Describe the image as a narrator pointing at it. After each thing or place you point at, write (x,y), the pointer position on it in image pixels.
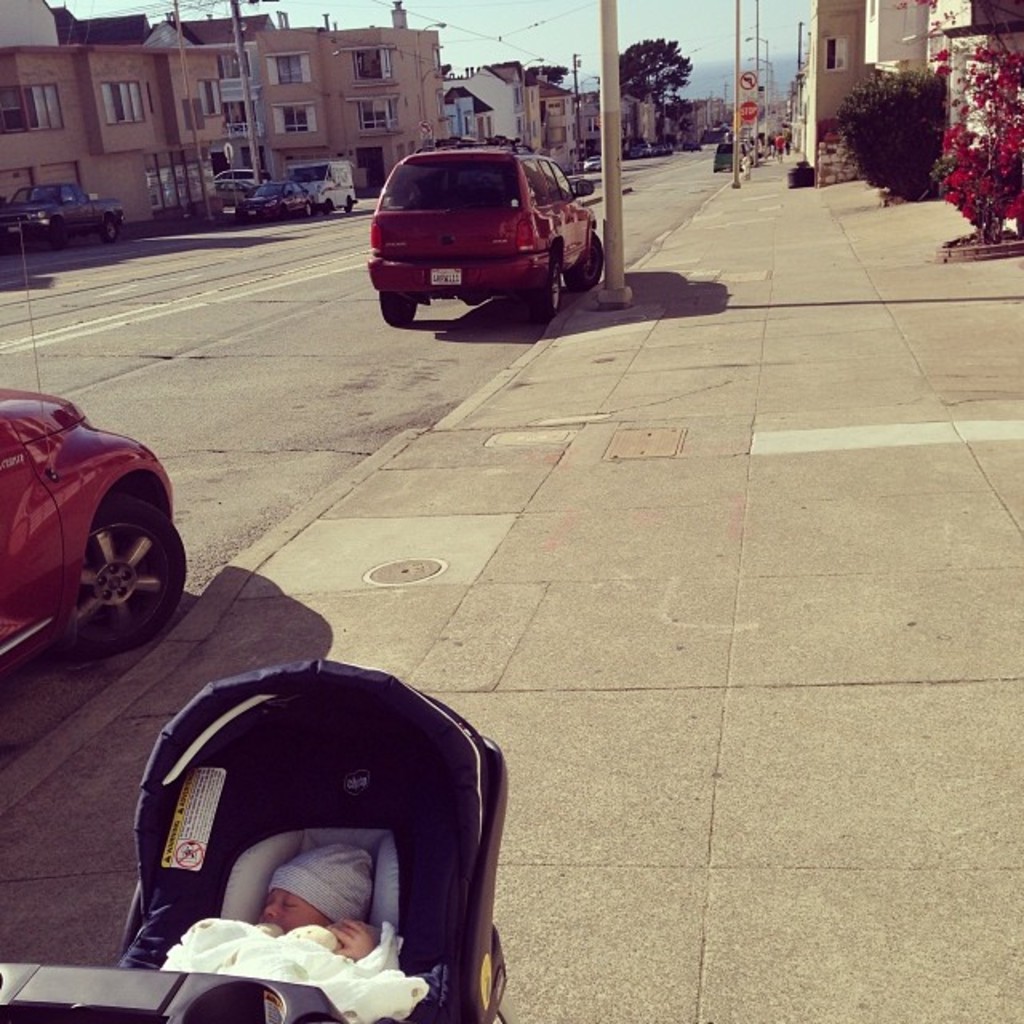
This picture is clicked outside. In the foreground (426,733) we can see an infant (287,920) in a stroller (162,900). On the left (331,192) we can see there are many number of vehicles (474,237) seems to be parked on the ground (581,381). On the right (938,112) we can see the plants (938,112) and buildings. In the background (502,21) there is a sky (599,55), poles (608,73), trees (629,70) and buildings (407,129).
